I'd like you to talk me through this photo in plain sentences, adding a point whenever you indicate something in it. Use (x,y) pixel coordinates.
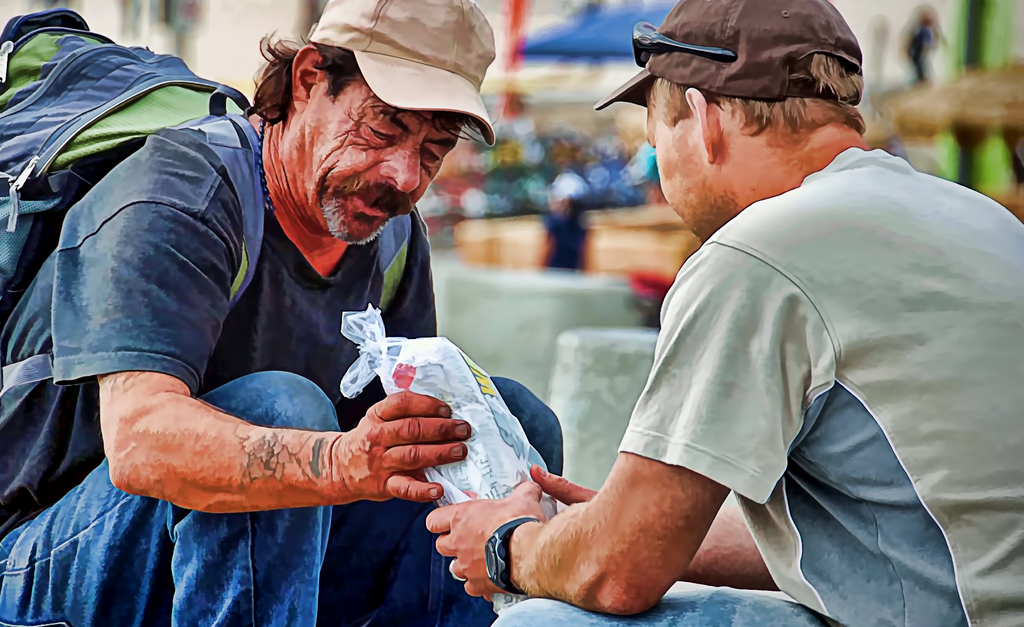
In the image we can see two men (656,423) sitting, wearing clothes (225,327) and a cap (725,78). This person (127,179) is carrying a bag (88,113) on his back (145,169), this is a wrist watch (500,564) and a plastic cover (509,435), these are the goggles (655,35). The background (929,80) is blurred.
